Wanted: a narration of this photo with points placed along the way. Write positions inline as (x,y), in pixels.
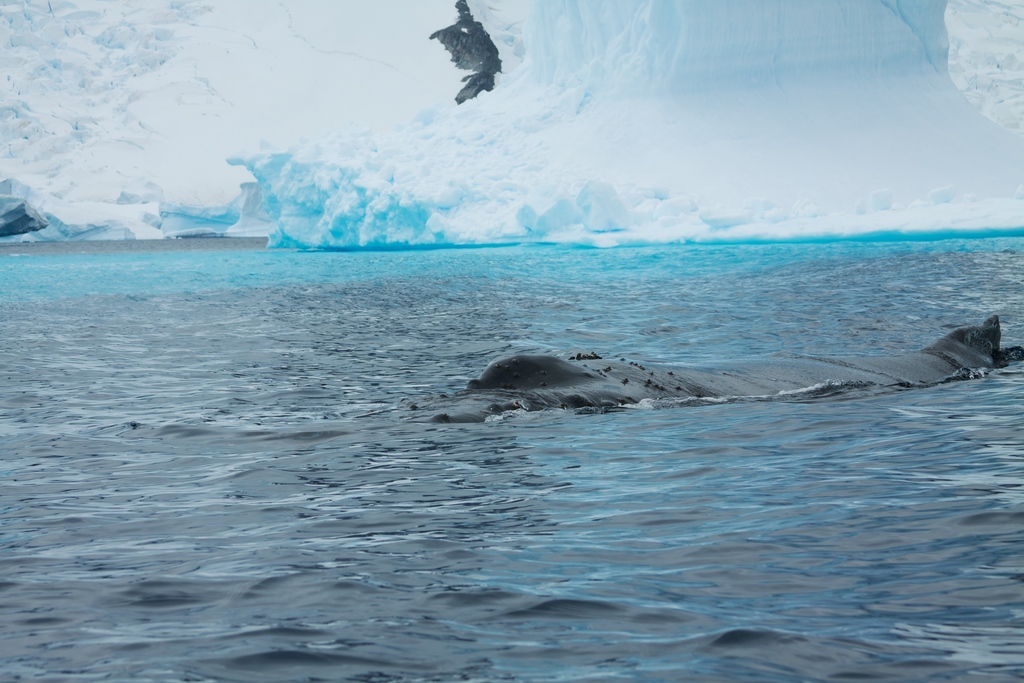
There is an animal (588,388) in the water (392,415). In the background (331,110) there is snow (648,141).
